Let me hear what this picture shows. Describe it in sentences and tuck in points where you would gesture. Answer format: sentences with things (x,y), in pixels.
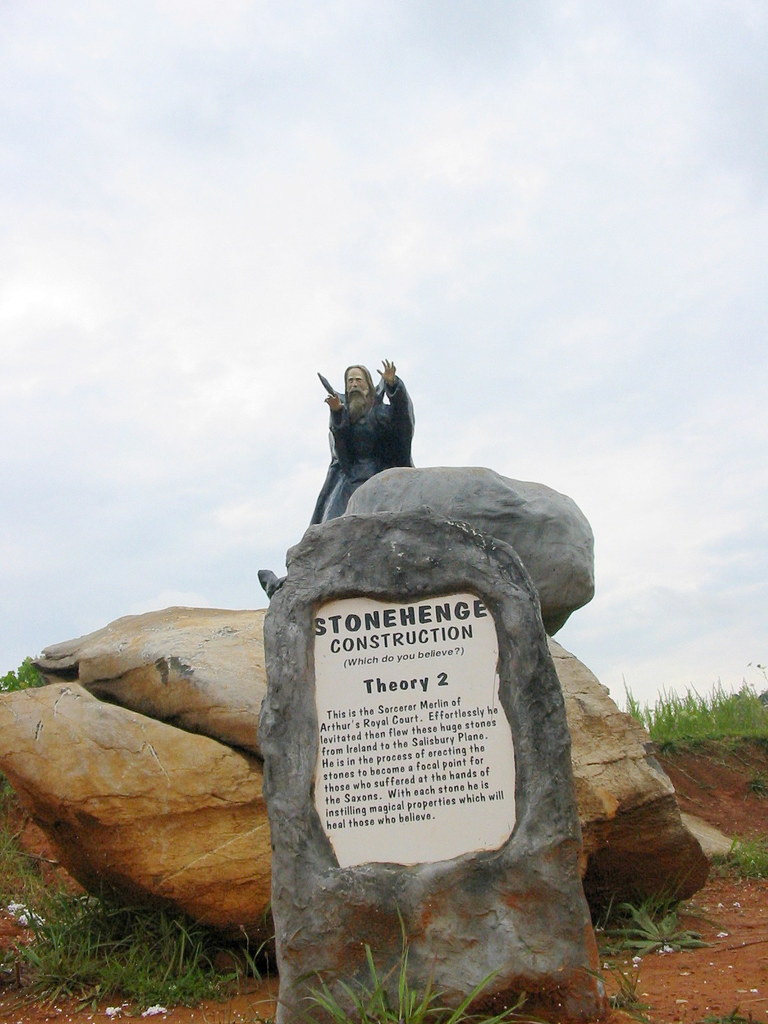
In this picture I can observe a sign (347,680). There is some text (363,808) on the stone (444,793). There is a statue (376,416) of a person (365,427) in the middle of the picture (362,435). I can observe large rocks (158,754). In the background (689,720) there is a some grass (692,709) on the ground (712,795) and I can observe a sky (407,294).
